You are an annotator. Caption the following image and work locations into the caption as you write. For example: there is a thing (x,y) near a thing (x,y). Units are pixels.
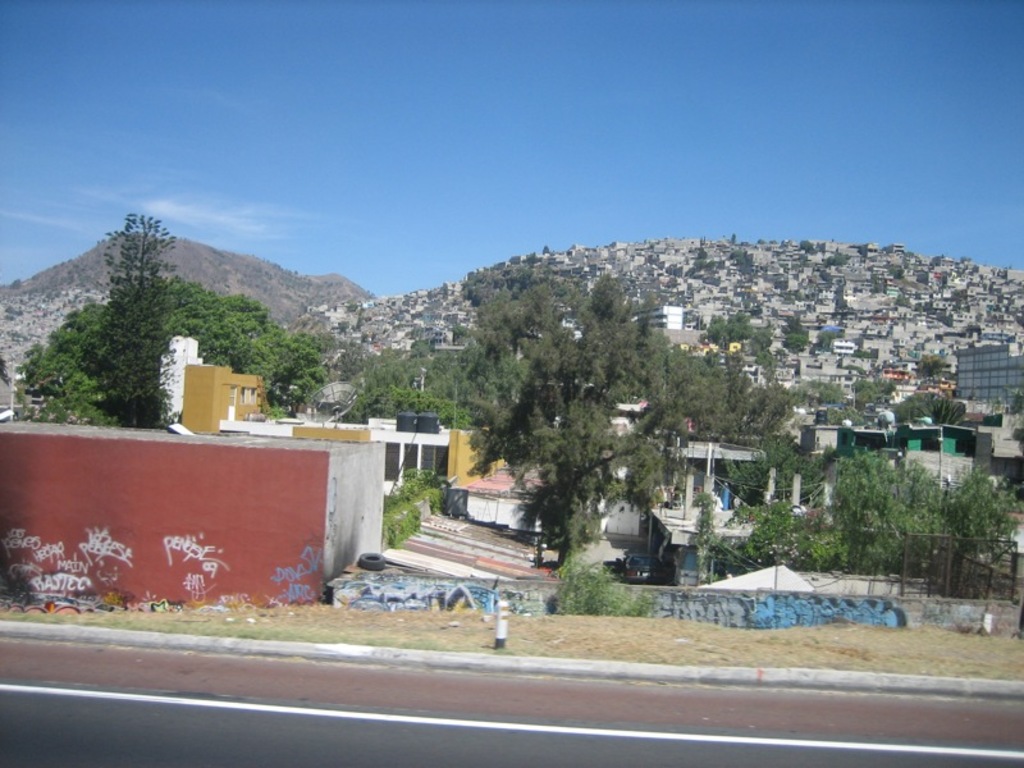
In this image we can see sky (391,168) with clouds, hills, trees (618,322), buildings (619,510), sheds (519,568) and road (73,690).
